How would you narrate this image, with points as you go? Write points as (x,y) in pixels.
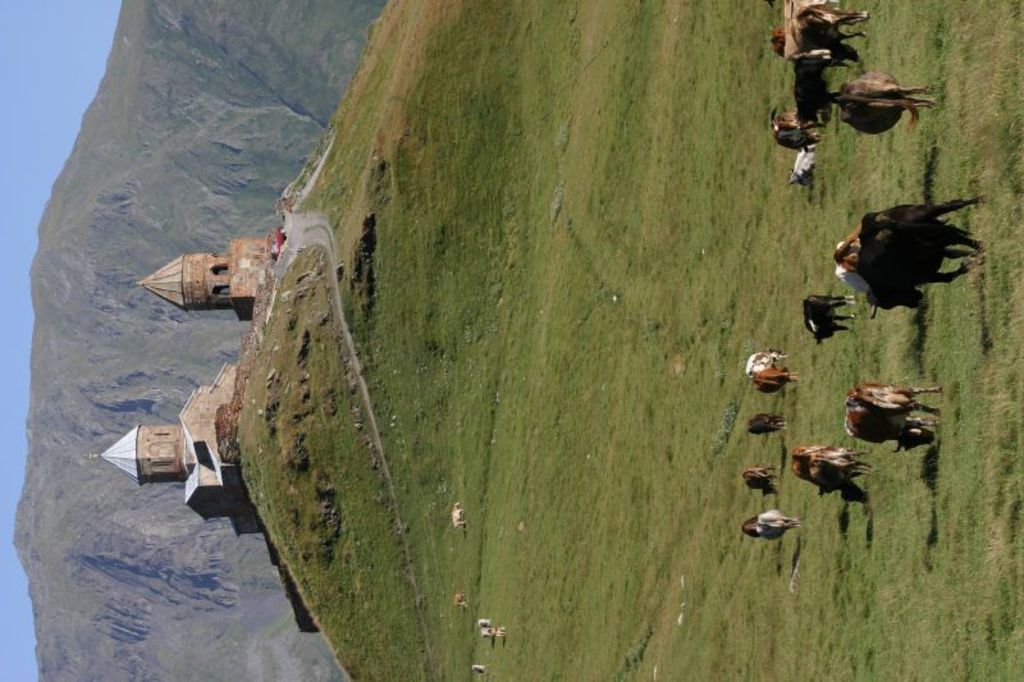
In this image we can see a group of cows (810,101) eating the grass (736,423). Here we can see the church (143,442) on the left side (241,257). Here we can see the mountains (179,323).
